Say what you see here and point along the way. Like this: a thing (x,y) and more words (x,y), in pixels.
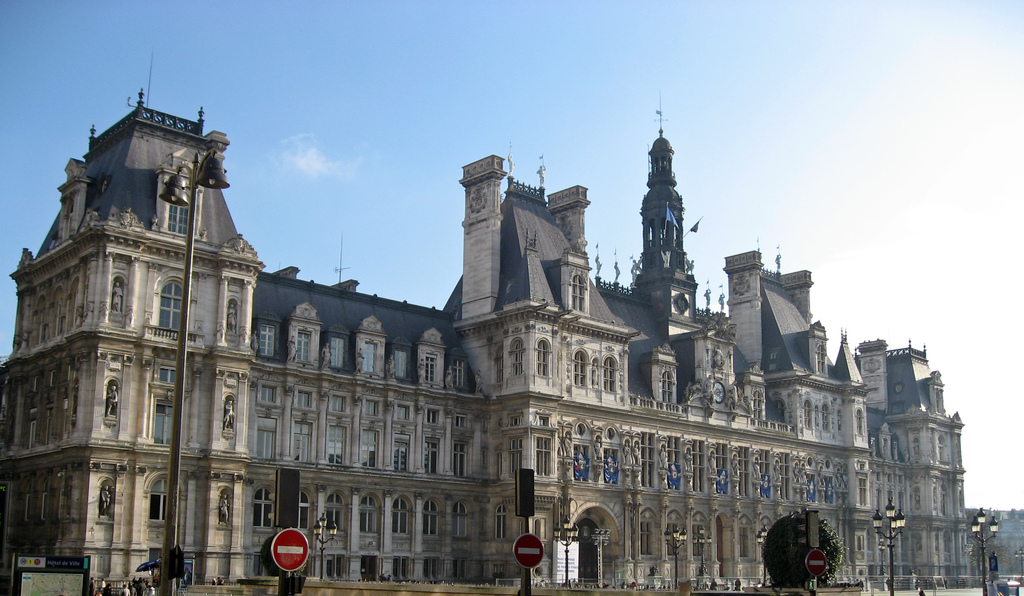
This picture consists of hotel de ville (518,181) in the image, there are many windows (826,411) on it, there are people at the bottom side of the image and there are lamp (674,533) and traffic poles (283,469) in the image and there is a plant (822,546) in the image.
